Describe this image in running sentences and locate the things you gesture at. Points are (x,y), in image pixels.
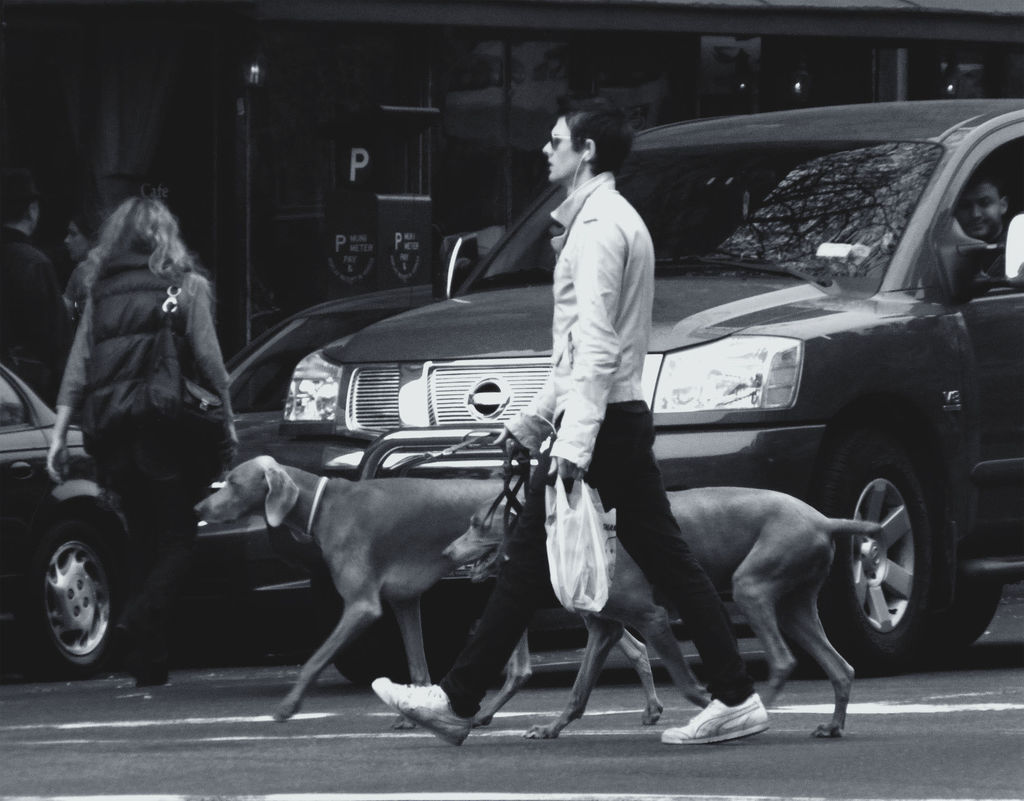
This is a image of the man (630,427) who is walking in the road (306,765) by catching a carry bag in his left hand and 2 dogs (426,476) in his right hand (536,433) and at the left side of the dog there is a woman (214,448) who is walking in the road (322,785) and at the back ground (310,238) there is a car (384,339) and a building (447,3) and at the left side (100,233) there are 2 persons (3,192).
